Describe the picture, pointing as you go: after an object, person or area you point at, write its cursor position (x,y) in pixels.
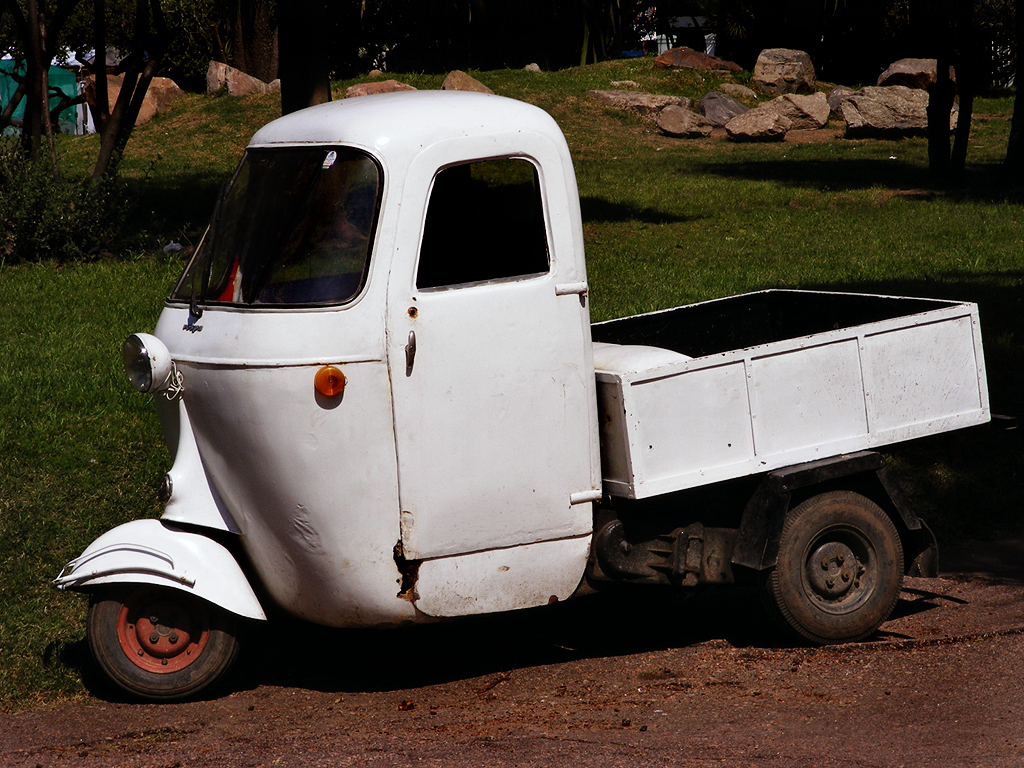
In the picture we can see an auto trolley (877,319) which is white in color and besides, we can see the grass surface (71,406) with some plants (63,198) and trees (140,59) on it.
